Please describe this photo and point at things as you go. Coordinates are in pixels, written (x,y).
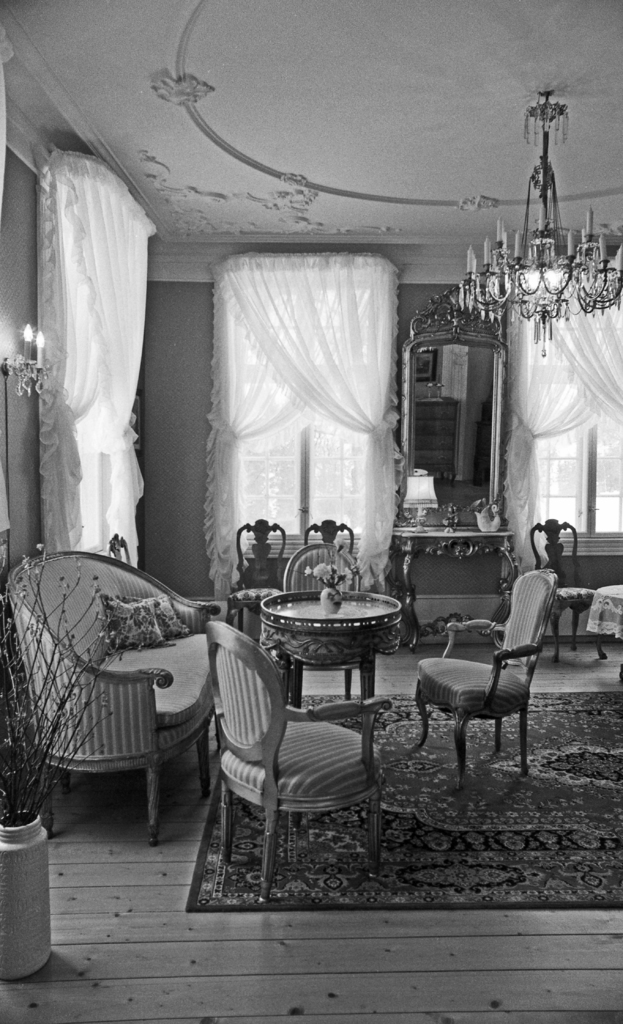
In this image I can see chairs (298,740) and table (310,648). There is a couch (67,637) and a pillows (135,620). In front there is a table (370,632). On the table (343,629) there is a flower vase (329,605). At the back side (325,467) there is window (292,470) and a curtain (227,389). In the middle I can see a mirror (455,463). In front of the mirror (442,453) I can see a lamp (417,521) and some objects (480,525) on it. There is a floor mat (505,847).
